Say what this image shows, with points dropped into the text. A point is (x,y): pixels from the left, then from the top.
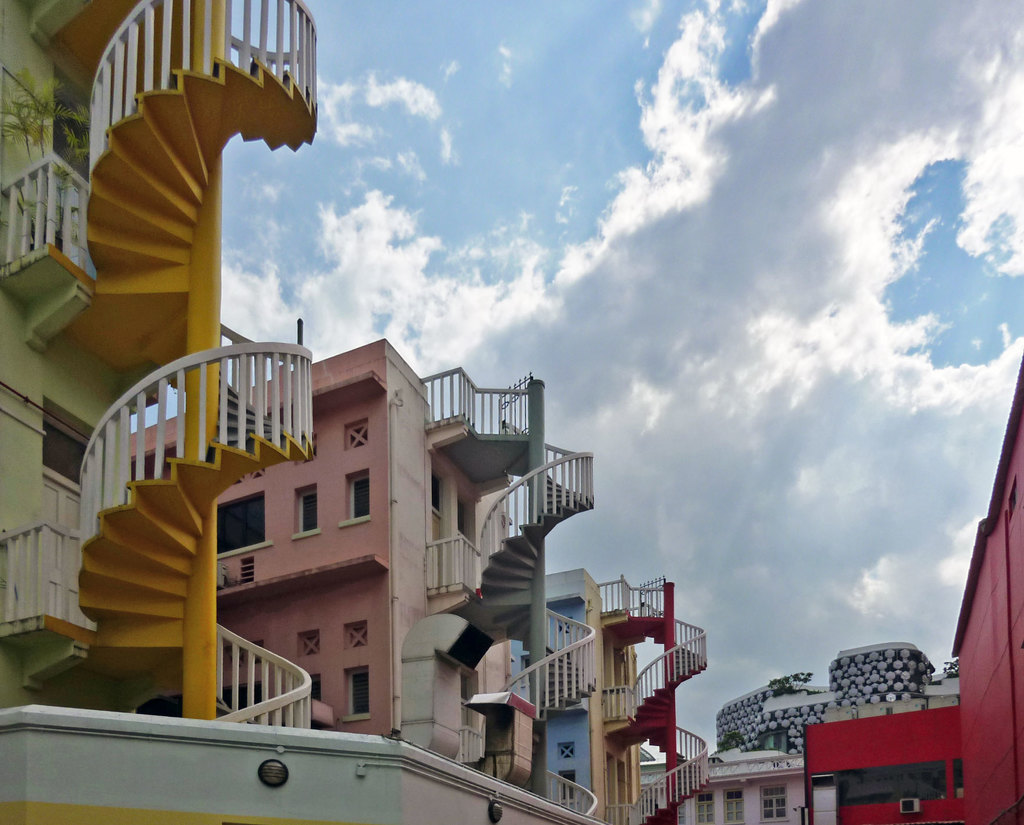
In this picture we can see many buildings (514,675). Here we can see concrete stairs (207,112) and fencing (267,25). On the top (669,143) we can see sky (843,198) and clouds (665,226).
